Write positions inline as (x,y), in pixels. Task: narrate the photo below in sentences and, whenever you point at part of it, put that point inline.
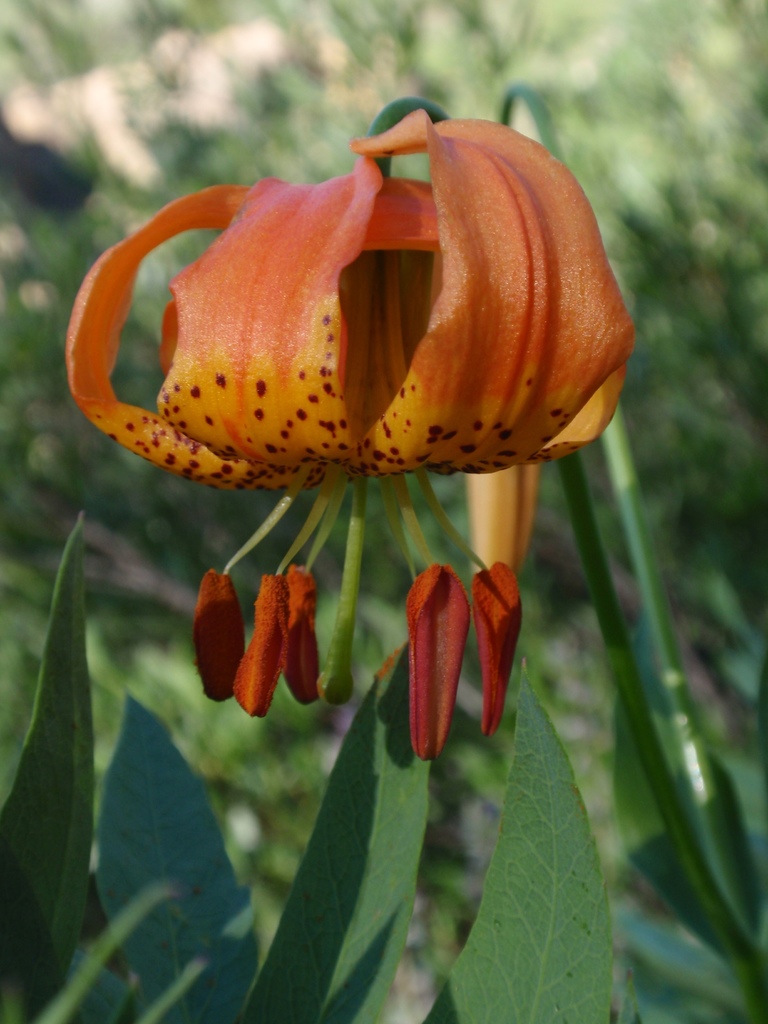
In this image there is a flower (391,436) with leaves (319,824) and stem (642,563), behind the flower (418,642) there is grass (649,351).
